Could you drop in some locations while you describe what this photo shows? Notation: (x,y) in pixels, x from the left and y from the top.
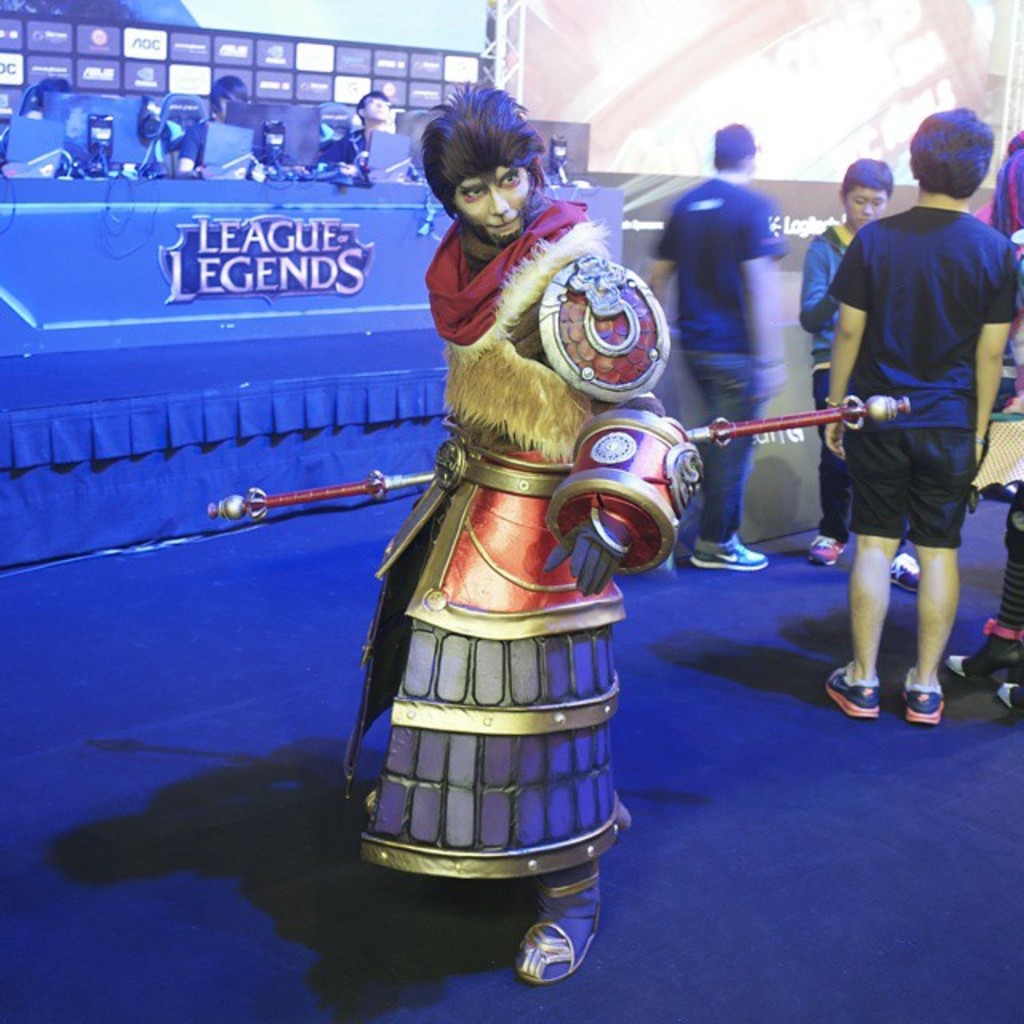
In this image in center (543,484) there is a person (526,477). In the background (840,243) there are persons (856,260) standing and sitting and there are laptops (15,141) and there is a board (111,48) with some text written on it.
